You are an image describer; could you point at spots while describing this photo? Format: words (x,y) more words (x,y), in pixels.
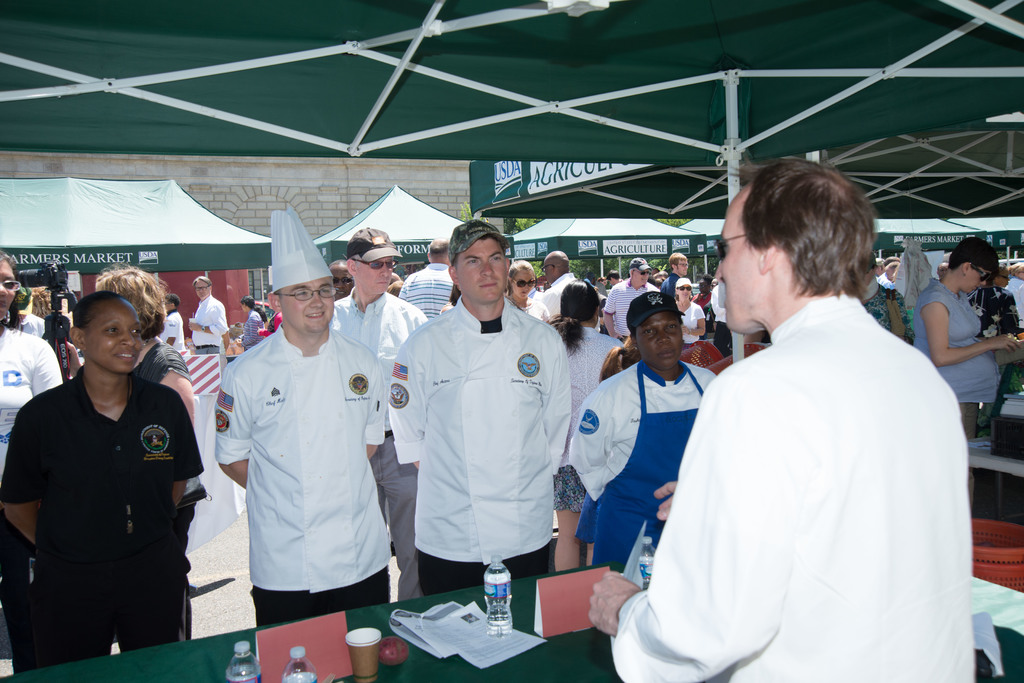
In the picture I can see a person (810,493) wearing a white color dress (827,623) is standing on the right side of the image (760,458). Here we can see a few more people (454,278) are standing near the table (116,664) where water bottles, some papers (521,638), name boards (306,655) and the cup (364,637) are placed on the green color tablecloth (484,670). In the background (946,293), we can see a few more people (6,366) standing on the road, we can see the green color tents (72,250), trees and the stone wall (388,176).
